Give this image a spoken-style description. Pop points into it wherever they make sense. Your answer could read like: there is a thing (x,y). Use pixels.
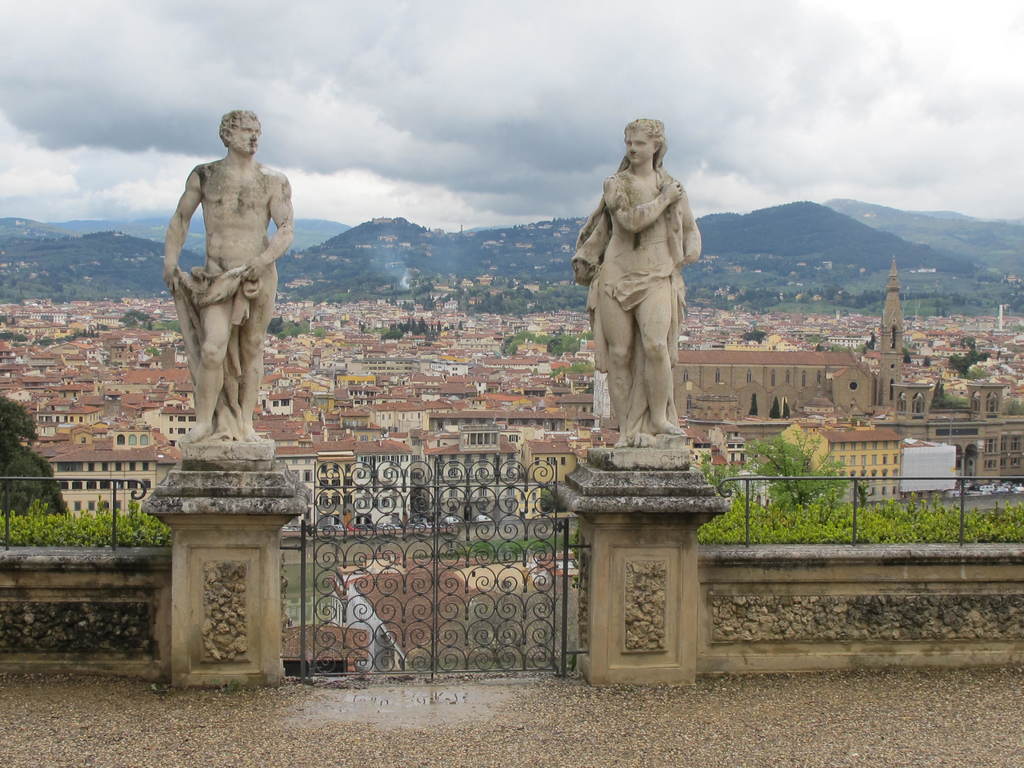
In this image we can see statues (595,319) on pedestals (637,597). Also there is a gate (497,565) and railings (856,513) on the walls (702,572). In the back (90,523) there are plants (55,517). In the background (432,367) there are buildings (502,345), trees (55,290), hills (489,249) and sky (640,97) with clouds (524,48).
